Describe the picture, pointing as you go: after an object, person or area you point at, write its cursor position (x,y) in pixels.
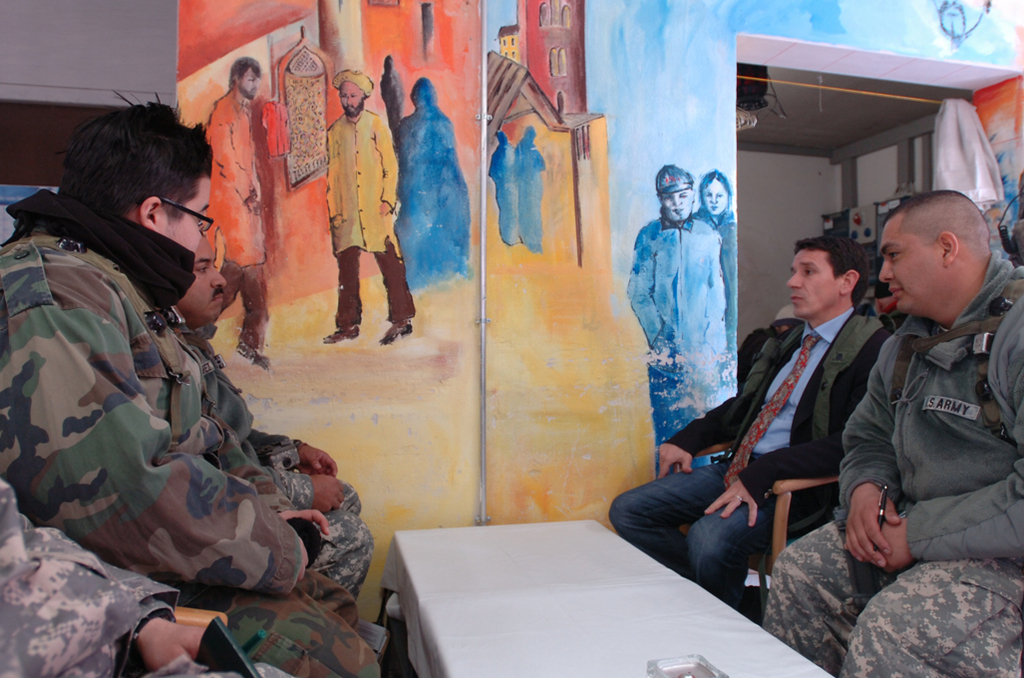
This picture describes about group of people (89,400) they are all seated on the chair (785,492) in front of them we can see a table (462,605) and we can see a wall painting (460,303) here.
